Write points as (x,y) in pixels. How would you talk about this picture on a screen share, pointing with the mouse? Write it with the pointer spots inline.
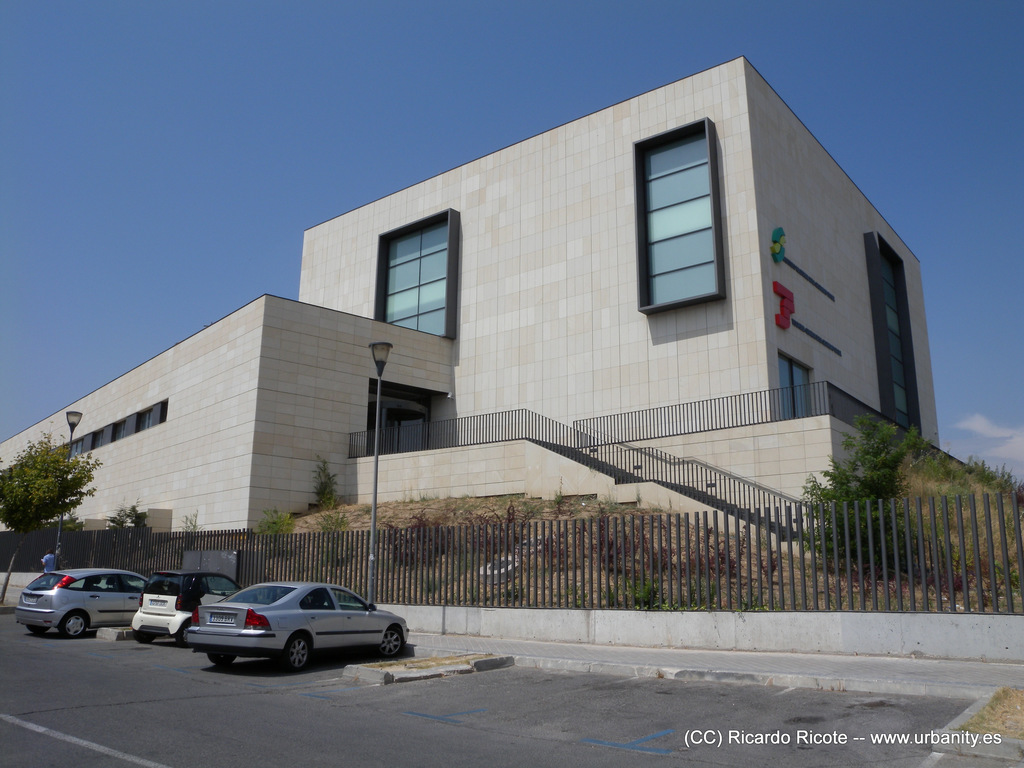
On the bottom right (967,739), there is a watermark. On the left side (297,624), there are vehicles (40,612) parked on a road (372,731). In the background (599,224), there are trees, plants (819,558), poles (376,509), a building (569,295) and the sky (348,155).
